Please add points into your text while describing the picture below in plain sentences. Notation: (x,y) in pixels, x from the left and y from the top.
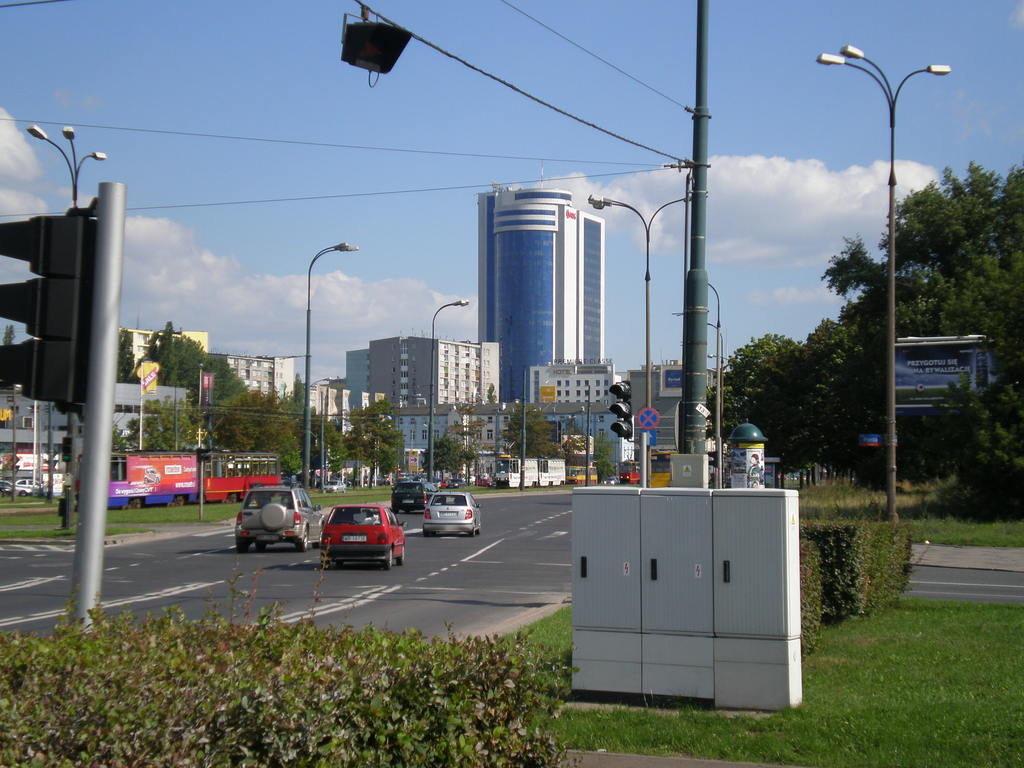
In this image there are vehicles (264,516) on the road (225,535). There are street lights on the grassland (983,703) having plants (302,746). Bottom of the image (742,538) there is an object (684,560). Behind there is a pole (689,399) connected with the wires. There is a board (644,416) attached to the pole (647,438). There is a traffic light (625,426). Background (369,414) there are trees (368,434) and buildings (430,380). Right side (944,385) there is a board (932,391) having some text (958,374). Top of the image (626,88) there is sky (675,48) with some clouds (297,280).
